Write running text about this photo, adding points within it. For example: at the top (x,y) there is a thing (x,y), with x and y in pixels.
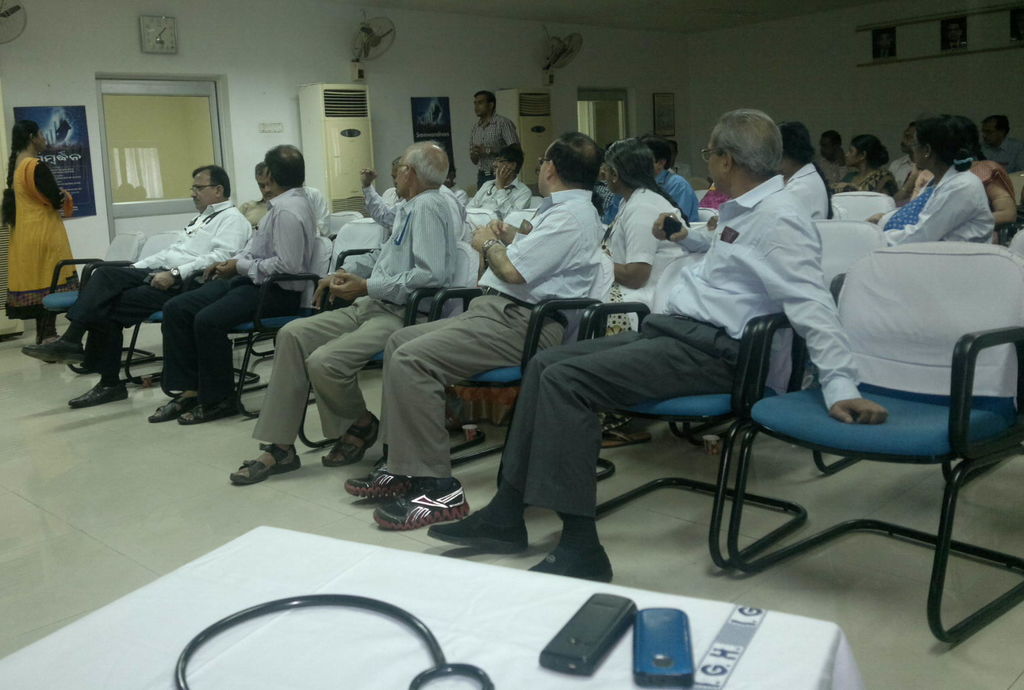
In this image we can see a group of people (608,366) sitting on the chairs (499,382). We can also see a man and a woman (59,237) standing beside them. We can also see some windows (108,197), boards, a clock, a switch board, some electrical devices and the table fans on a wall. On the bottom of the image (455,671) we can see a stethoscope (429,630) and the mobile phones (588,651) which are placed on the table (381,619).
